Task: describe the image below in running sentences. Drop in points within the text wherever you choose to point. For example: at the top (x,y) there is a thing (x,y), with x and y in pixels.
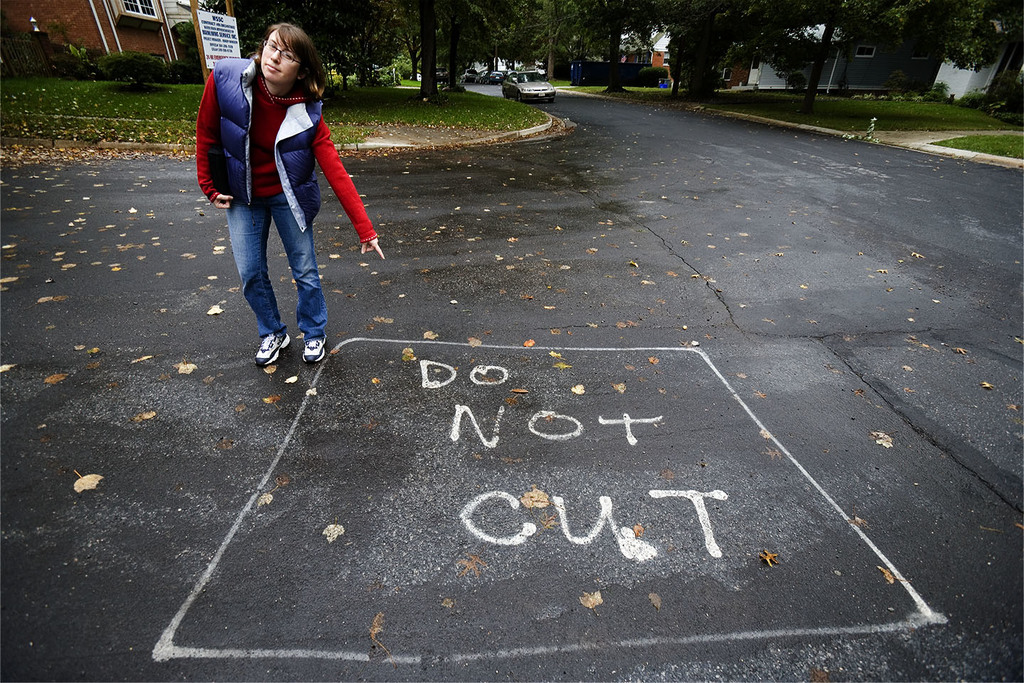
In this image there is a road (556,350), On the road (185,210) there are cars (517,83) and a person (262,111) standing and pointing towards to "do not cut" paint (487,495). And besides that there are buildings (79,37), Trees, Signboard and a fence (44,67).
